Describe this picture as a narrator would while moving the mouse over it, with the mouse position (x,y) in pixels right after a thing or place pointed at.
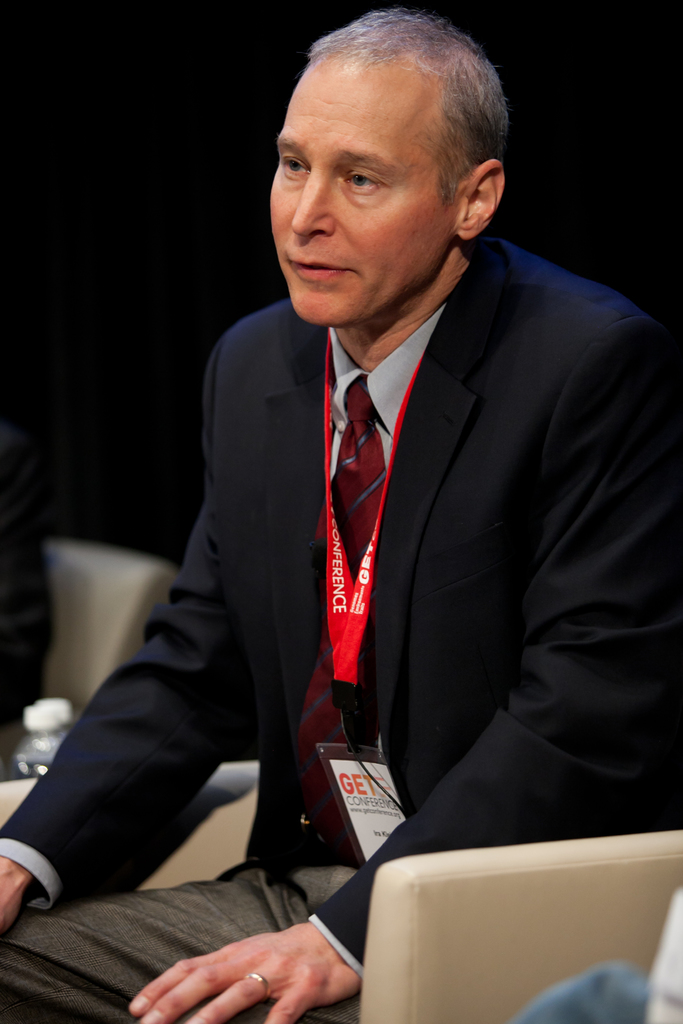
In the image we can see there is a man (389,473) who is sitting on chair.
